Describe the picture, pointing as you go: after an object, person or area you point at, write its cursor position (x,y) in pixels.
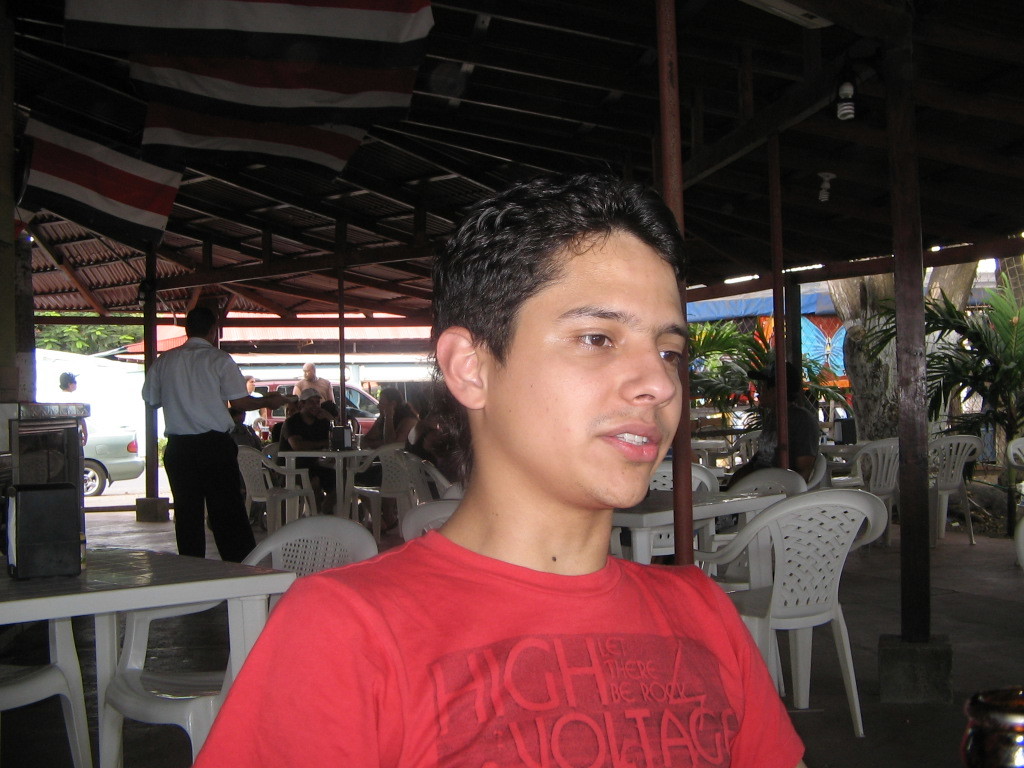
Here at the center of the image (491,277) we can see a guy (679,735), behind him there are tables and chairs (358,526) placed and here is a man (225,372) standing and at the left side (130,464) there is a car (123,444) at the right side (713,341) we can see plants (979,386).
